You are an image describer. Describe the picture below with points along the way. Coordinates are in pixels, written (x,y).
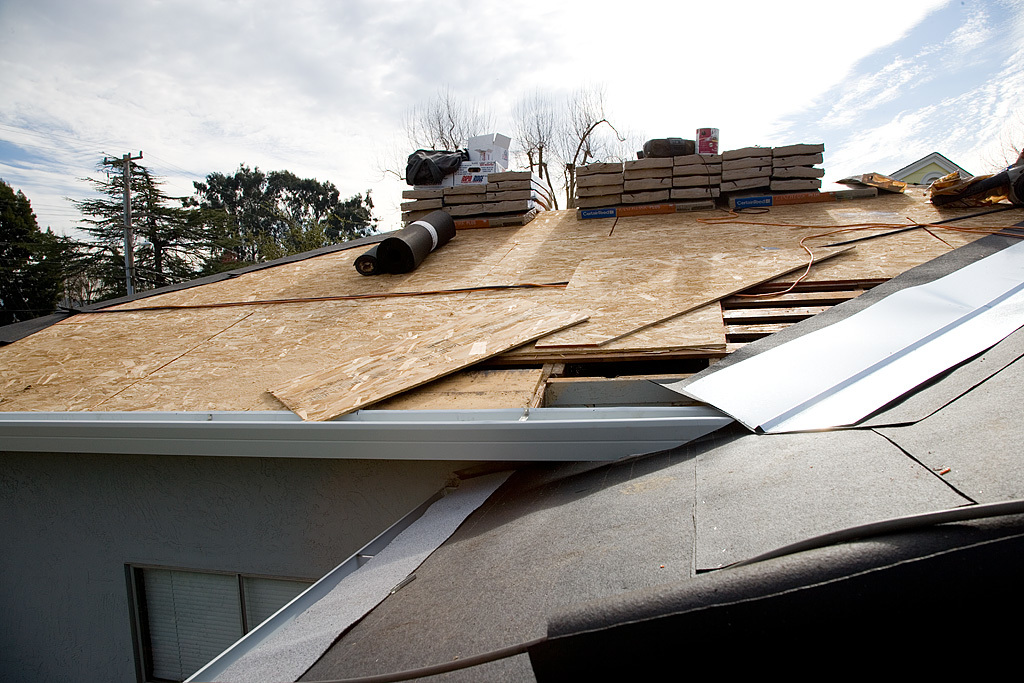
In this image we can see wooden planks (598,290), containers (483,183) and rolled mats (398,233). In the background (407,58) there are sky (510,100) with clouds (355,100), trees (238,206), electric poles (124,180) and electric cables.
